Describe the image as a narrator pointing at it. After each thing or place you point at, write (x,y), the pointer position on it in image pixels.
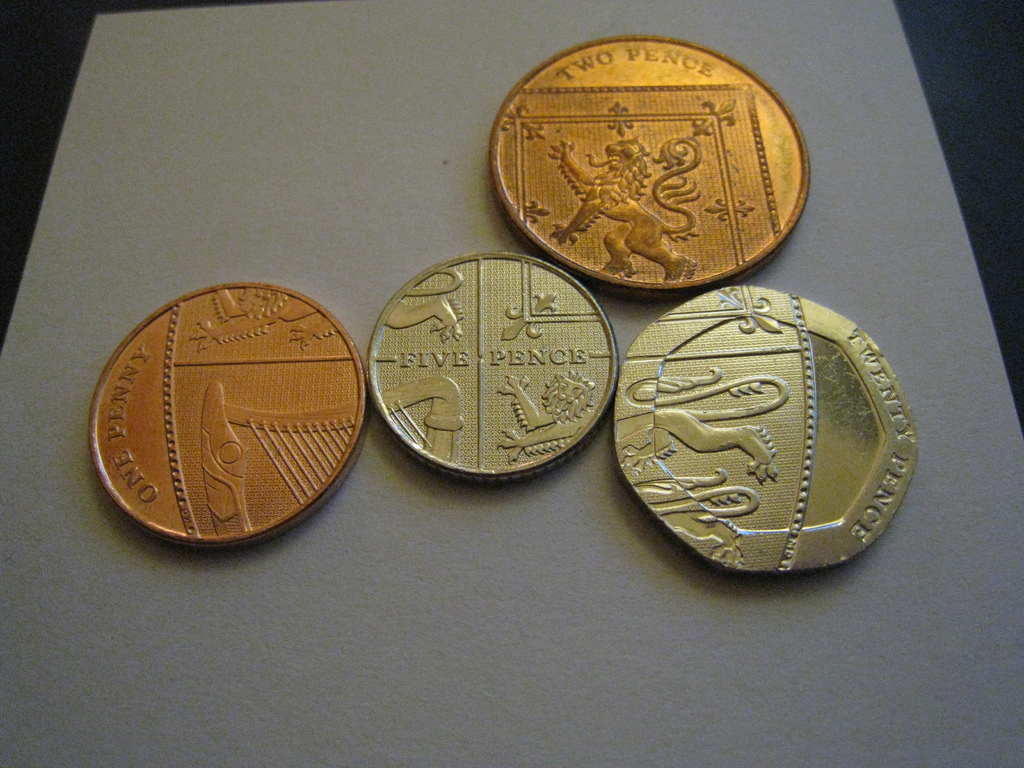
In this picture, we see the four currency coins (461,337) are placed on the white table (401,198). Two of the coins (565,209) are in dark gold color.
